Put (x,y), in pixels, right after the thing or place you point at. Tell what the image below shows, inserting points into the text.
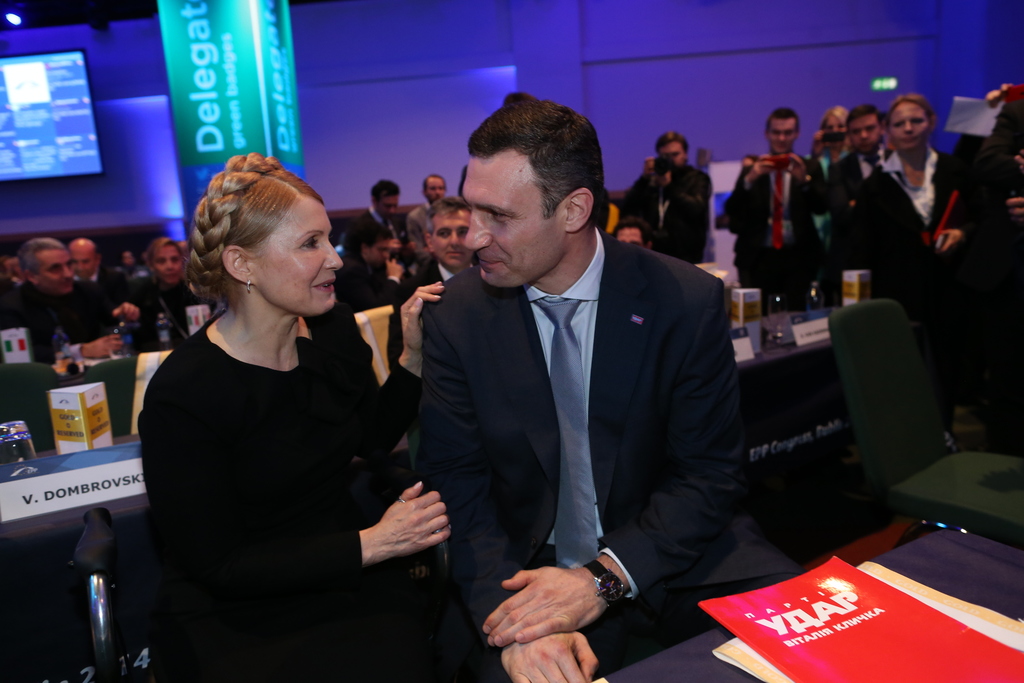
In the foreground of this image (424,518), there is a woman (333,576) and a man (551,481) sitting in front a table (704,668) on which there are books like objects (782,652). In the background (69,261), there are people (66,274) sitting and few are standing and holding cameras (777,163) and mobile phones (778,168). We can also see glasses (783,319), boxes (750,305) and boards (75,485) on the tables (106,471) and there is a wall (469,71), light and a screen (19,136) in the background (7,138).
